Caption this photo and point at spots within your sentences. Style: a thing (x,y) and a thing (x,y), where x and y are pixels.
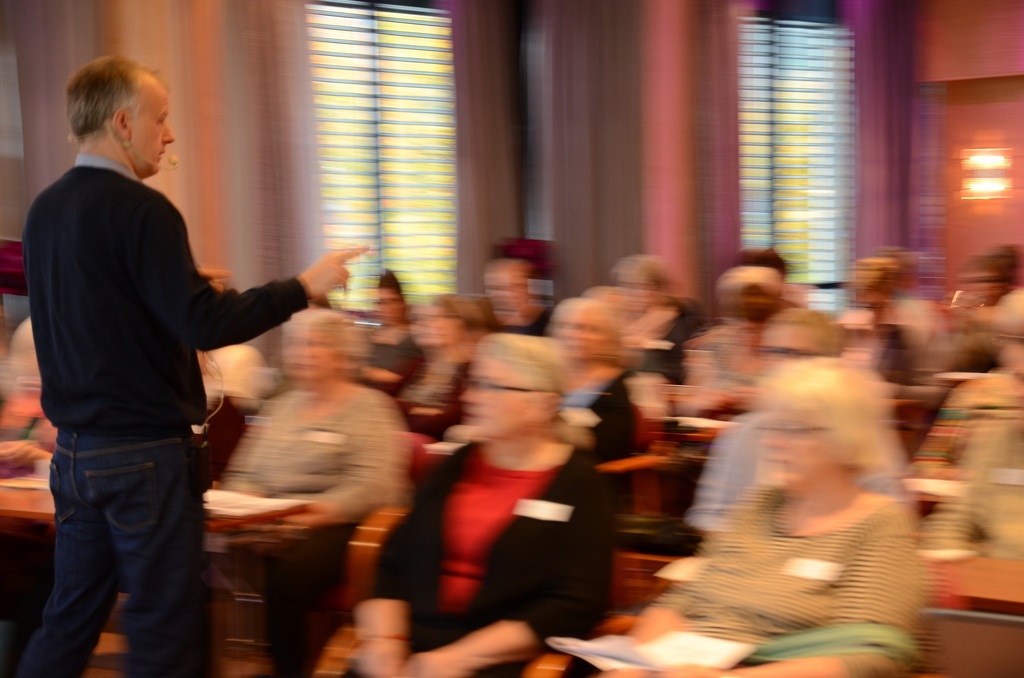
On the left side of the image (125,478) there is a man (150,313) standing on the floor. On the right side of the image (919,366) we can see many persons (529,477) sitting on the chairs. In the background (779,161) we can see walls (685,156), curtains (607,157), windows (839,122) and light (991,179).
